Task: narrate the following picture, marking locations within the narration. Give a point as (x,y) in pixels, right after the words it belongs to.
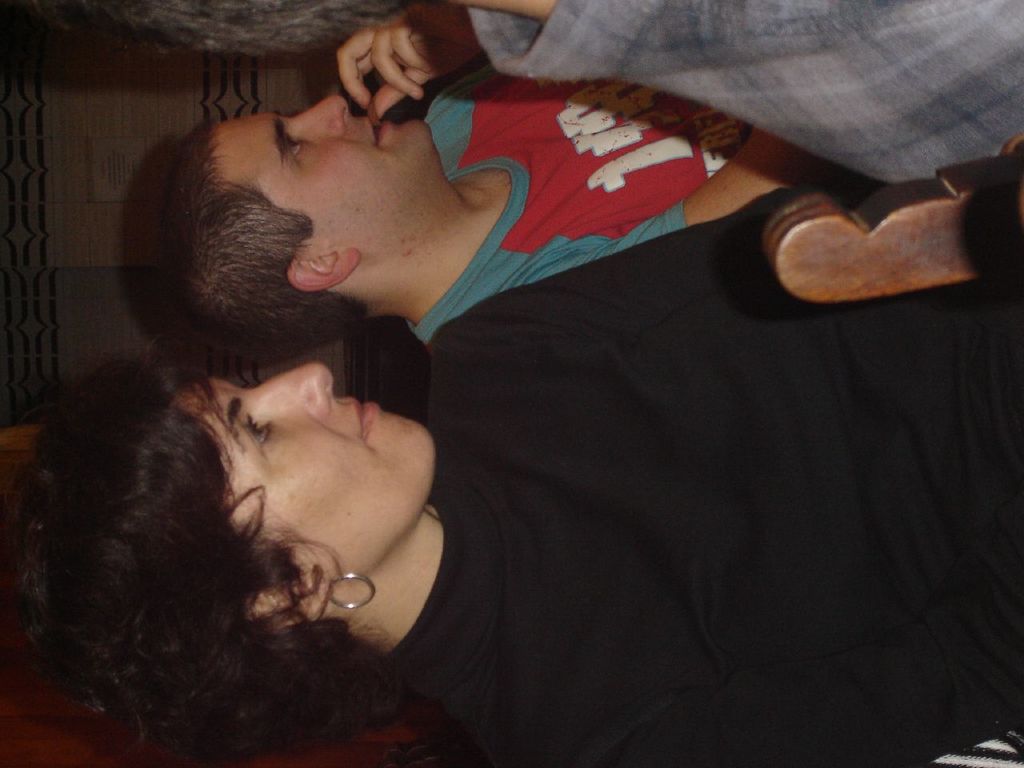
In this picture I can see a man (364,240), woman (328,554), in front of them I can see another person (844,66) and wooden thing (905,249).
